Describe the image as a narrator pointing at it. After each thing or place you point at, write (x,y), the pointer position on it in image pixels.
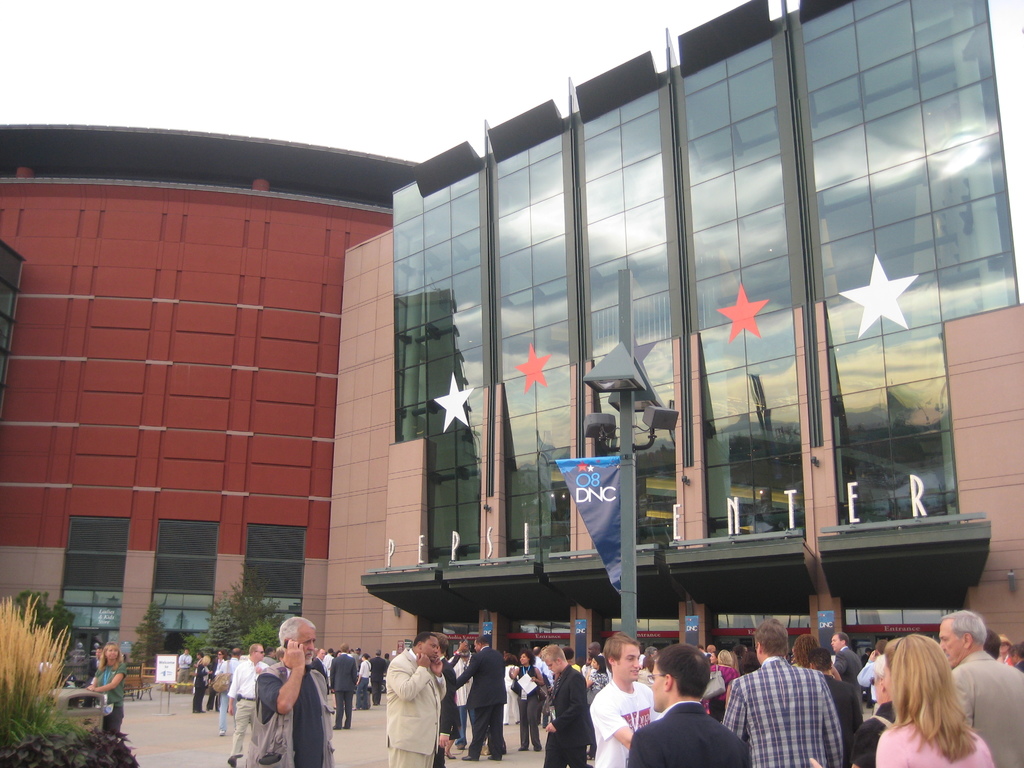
In this image there are people (640,720) walking on a pavement (206,723), in the background (315,150) there is a building (1017,356) near the building (90,637) there are trees (255,637), on the bottom left (10,646) there are plants (69,746).
